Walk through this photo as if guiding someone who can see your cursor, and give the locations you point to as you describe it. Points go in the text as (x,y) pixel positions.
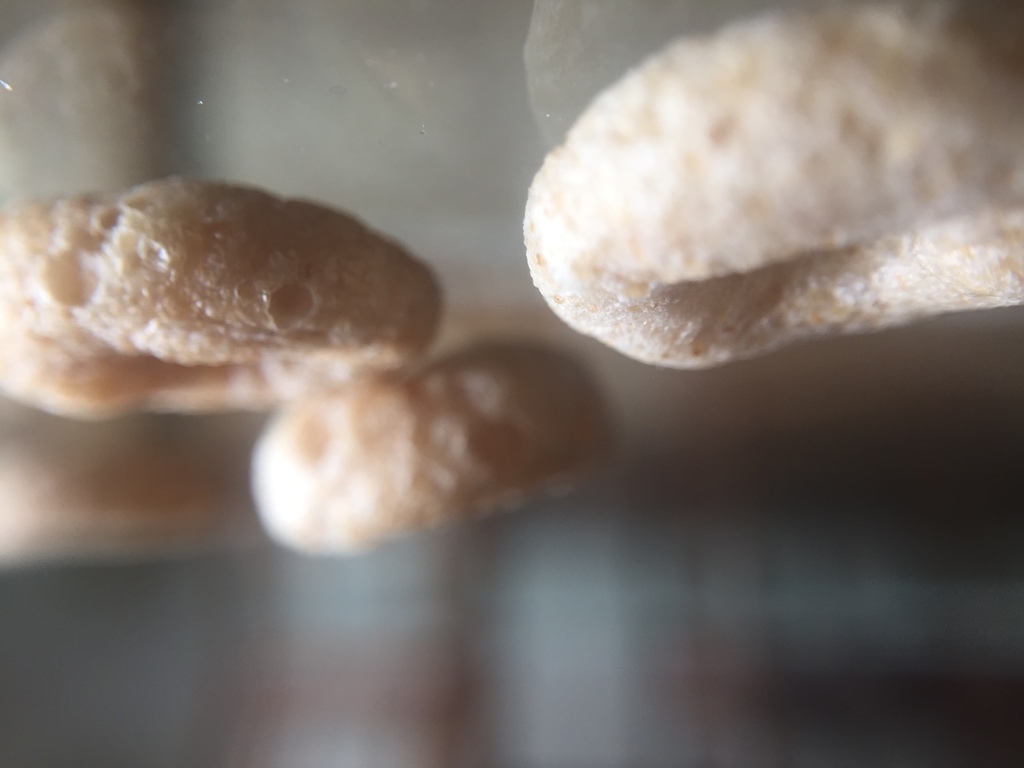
In this picture we can see some eatable item (386,424), which is in oval shape.
